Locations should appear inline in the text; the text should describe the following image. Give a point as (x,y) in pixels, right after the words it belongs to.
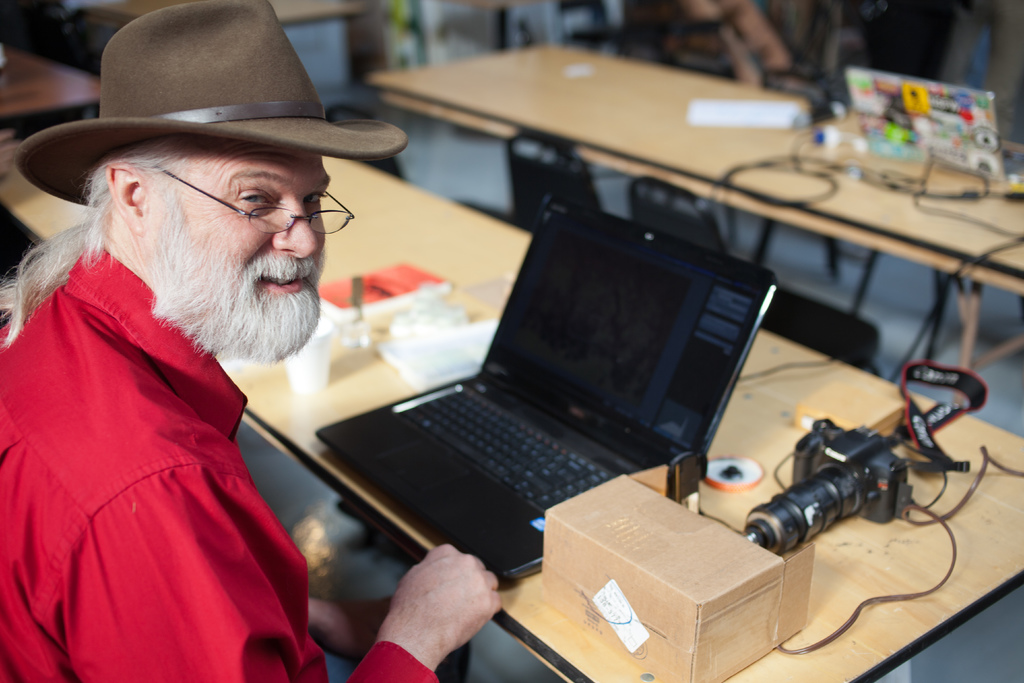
This is the picture where we have a man (242,314) in red shirt (156,428) and brown hat (240,99) sitting in front of the table (325,261) on which we have a laptop (549,397) and a camera (835,436) on it.
